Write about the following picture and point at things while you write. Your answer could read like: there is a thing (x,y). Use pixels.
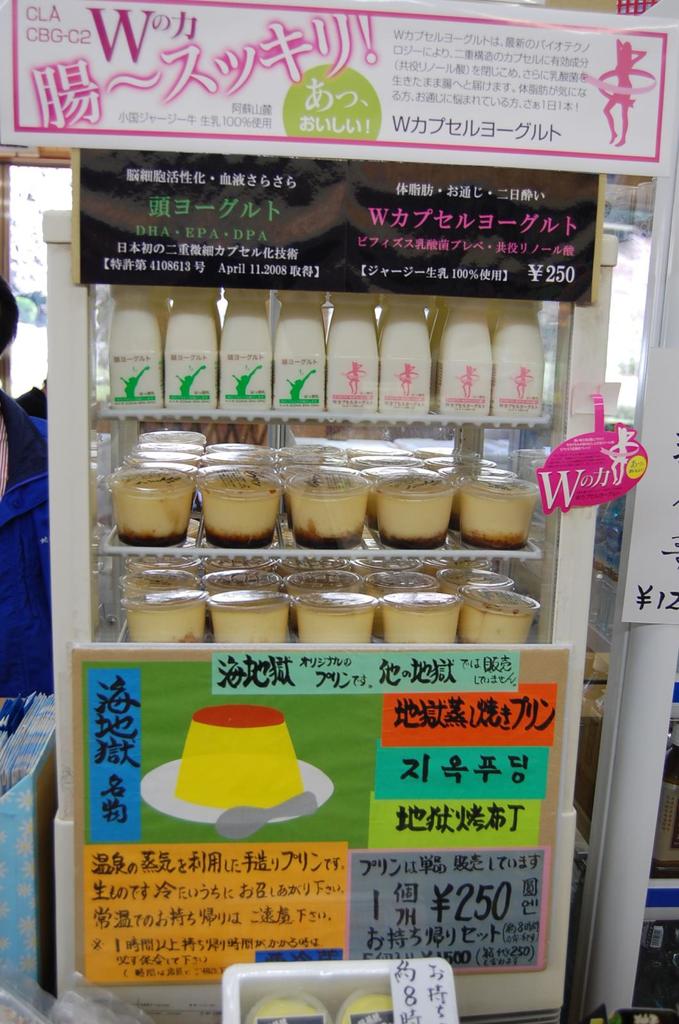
In the foreground of the picture (251,391) we can see a vending machine (578,384), in which there are many products (292,340). In this picture there are boards (300,201). In the background (19,319) there are some objects (25,220) which are not clear.
